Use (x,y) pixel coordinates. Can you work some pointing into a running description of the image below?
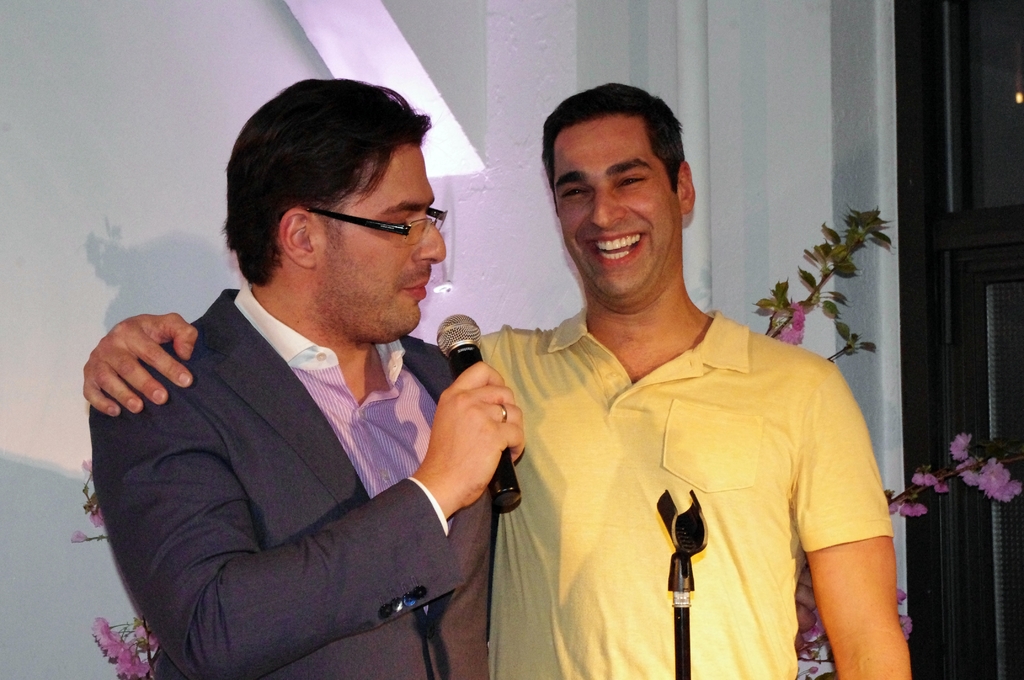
In this picture we can see two persons (468,488), one person (461,460) is holding a microphone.
